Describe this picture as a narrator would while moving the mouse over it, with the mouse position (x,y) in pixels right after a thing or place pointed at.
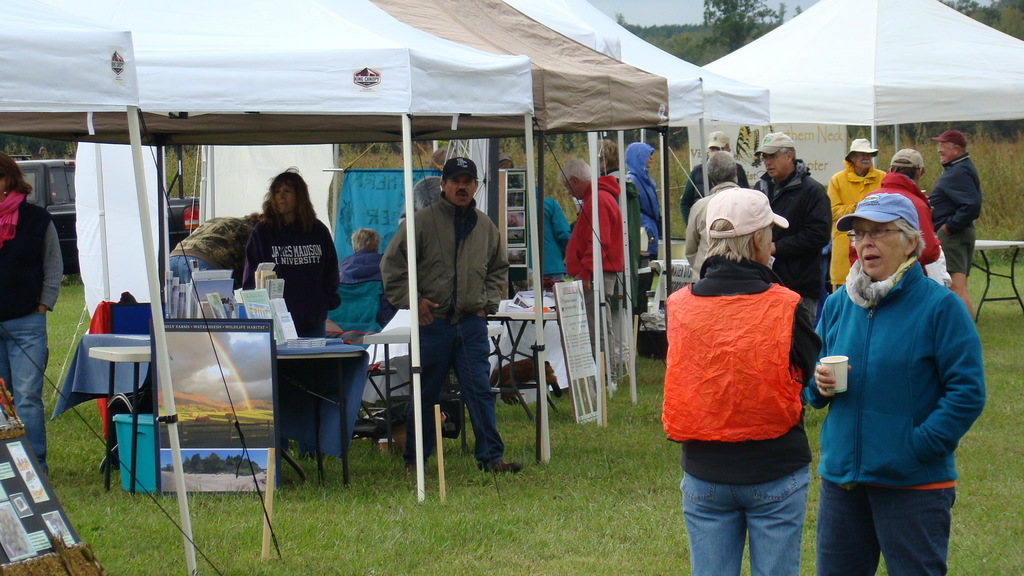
This image is taken outdoors. At the bottom of the image (393,527) there is a ground (313,521) with grass (553,497) on it. In the background (757,19) there are a few trees (1003,3) and plants (921,132) on the ground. On the right side of the image (812,109) there is a tent (908,119). There is a board (805,146) with a text (801,132) on it and a few people (773,214) are standing on the ground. In the middle of the image (413,243) there are two tents (415,104) and there are a few boards (247,345) with text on them. There are a few tables (115,360) with tablecloths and many things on them. A man (365,271) is sitting on the chair (373,283) and a few are standing on the ground (65,366). On the left side of the image (71,236) a car (73,211) is parked on the ground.
